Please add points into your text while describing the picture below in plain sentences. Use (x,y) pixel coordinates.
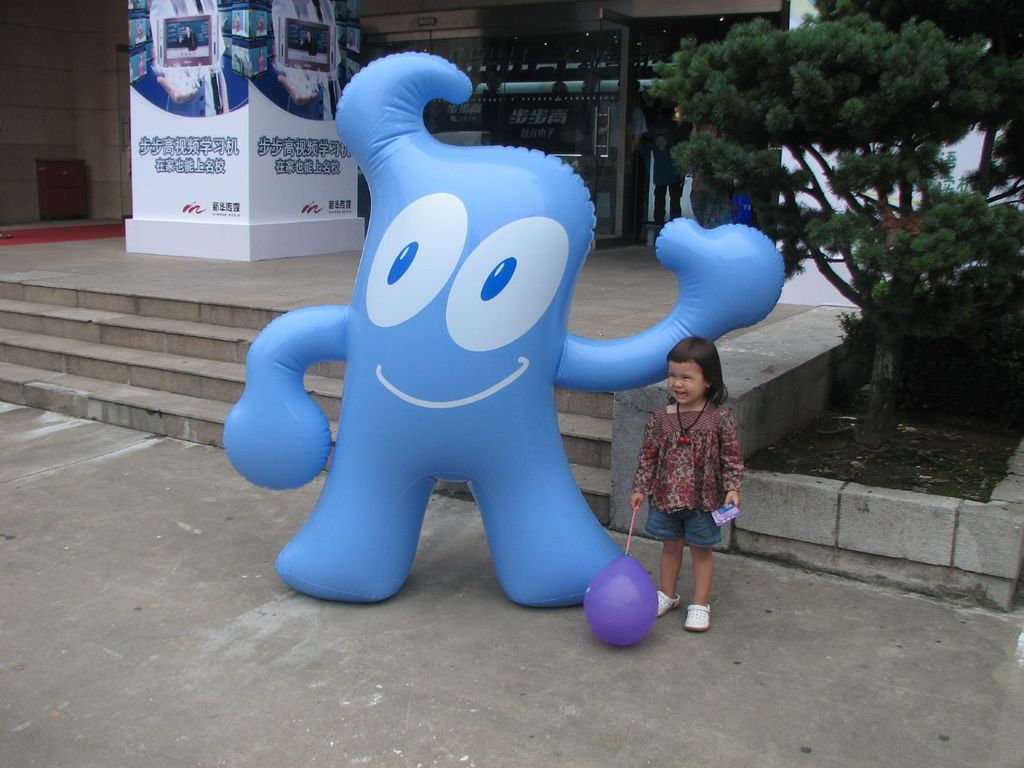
In this image, we can see a kid (682,475) holding some objects (643,582). We can see a blue colored balloon (333,588). We can see some stairs (459,495). There are a few trees (873,355). We can see a person (661,171). We can see the wall (10,208) and a white colored object (167,166). We can see the door (592,85) with some text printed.
